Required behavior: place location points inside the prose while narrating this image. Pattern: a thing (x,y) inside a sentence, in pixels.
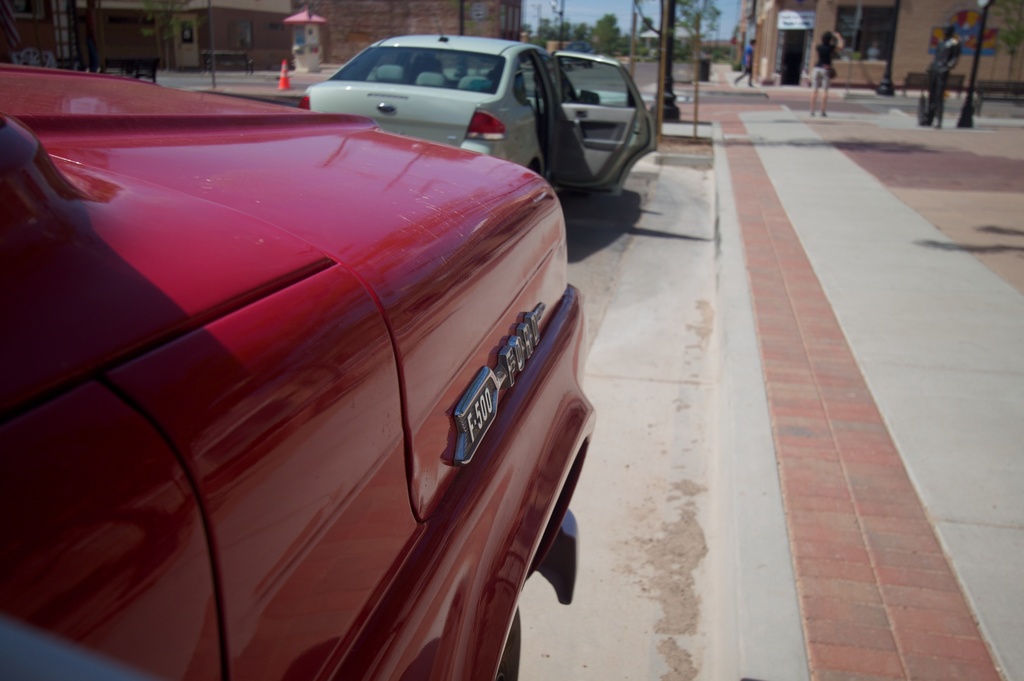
In this image, we can see red color object (333,472). Here we can see silver color board (495,384). Background (504,117) there is a blur view. Here we can see vehicles (552,92), people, walls (914,55), trees (1012,21), poles (976,88), board (986,32), roads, walkways (818,232) and sky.
